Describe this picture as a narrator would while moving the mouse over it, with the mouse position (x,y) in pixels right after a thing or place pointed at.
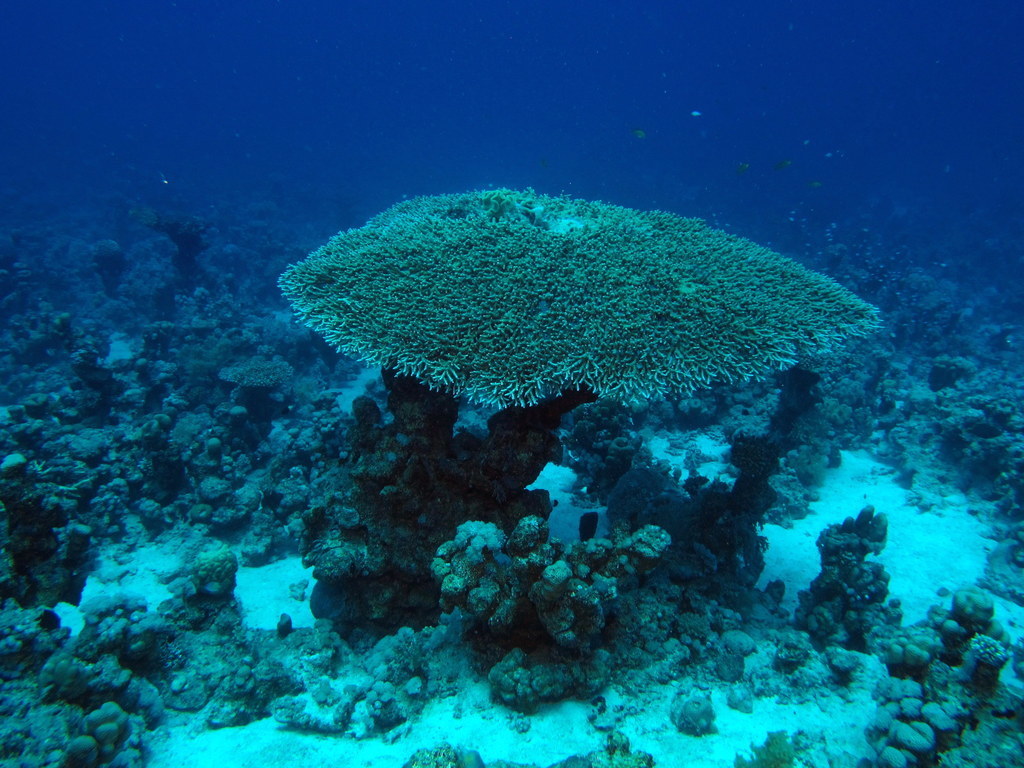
In this picture we can see plants (286,374) in the water (798,235).
